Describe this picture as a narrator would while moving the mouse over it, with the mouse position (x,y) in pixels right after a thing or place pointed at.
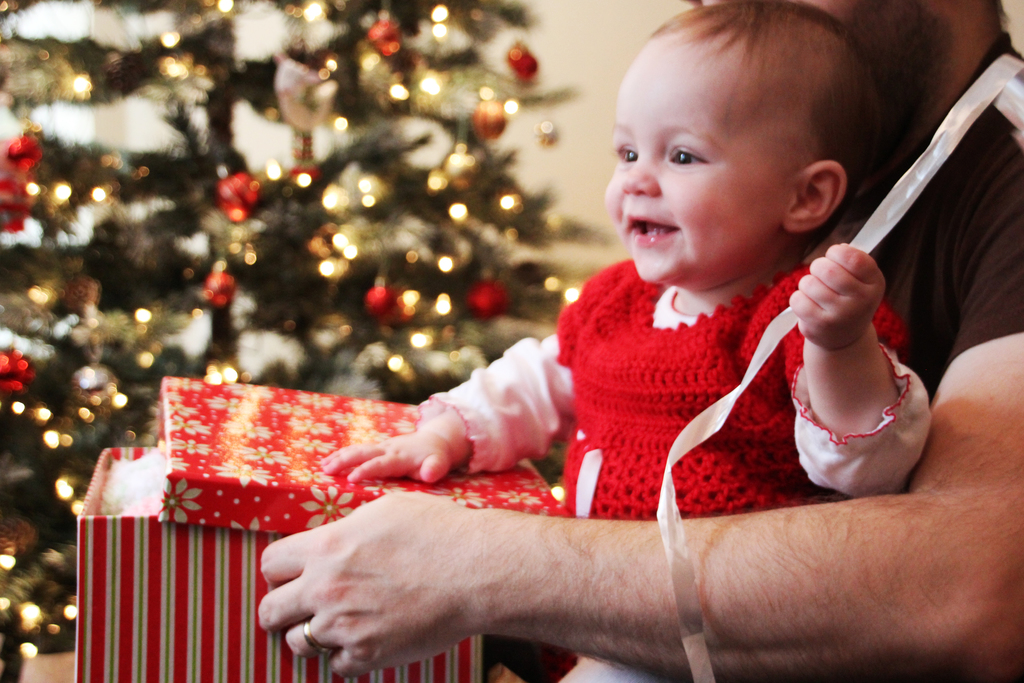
On the right side of the image (789,33) we can see person (448,584) and baby (613,430) holding a gifts (204,471). In the background (486,159) we can see wall (553,9) and Christmas tree (399,187).
